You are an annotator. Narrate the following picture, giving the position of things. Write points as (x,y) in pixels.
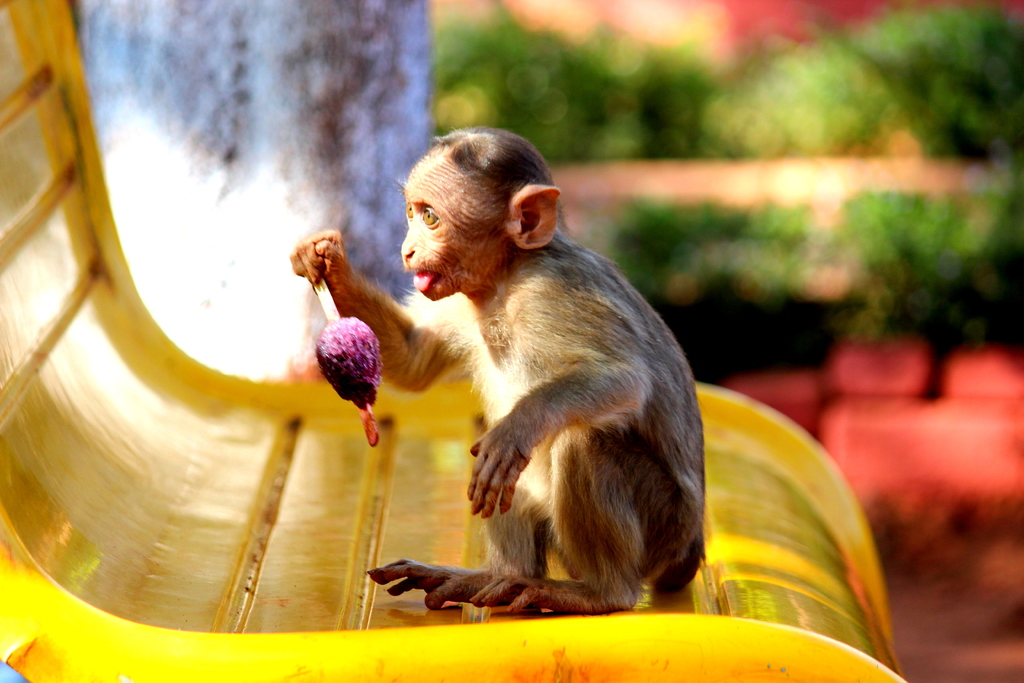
In this picture I can see a monkey (485,394) on the chair (427,418) holding a ice cream (339,349) and I can see few plants (763,92) in the background (667,67) and looks like a wall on the left side (290,136).
